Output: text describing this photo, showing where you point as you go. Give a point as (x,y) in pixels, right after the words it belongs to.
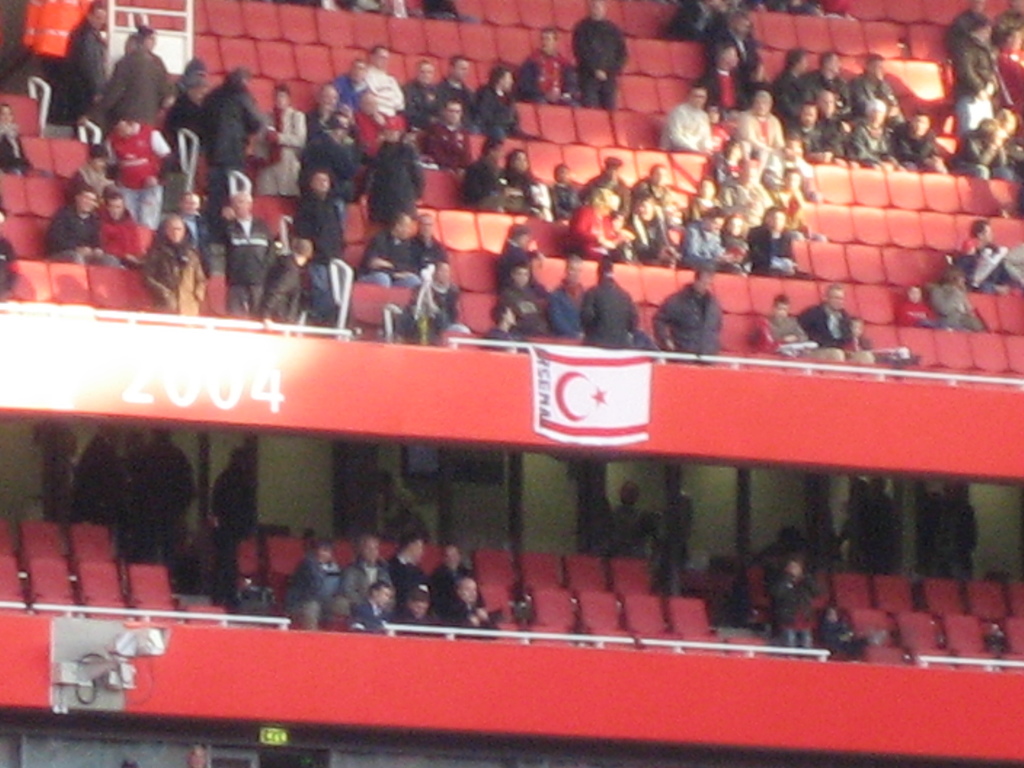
This picture is clicked inside a stadium (907,278). In the foreground (44,577) we can see the red color chairs (589,631) and the group of people (842,642) sitting on the chairs (502,594) and there are some persons (862,533) seems to be standing on the ground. In the center (570,369) we can see the text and a flag (563,392) and a group of people (929,150) and red color chairs (443,44) and some other objects (132,9) in the background (413,236).
